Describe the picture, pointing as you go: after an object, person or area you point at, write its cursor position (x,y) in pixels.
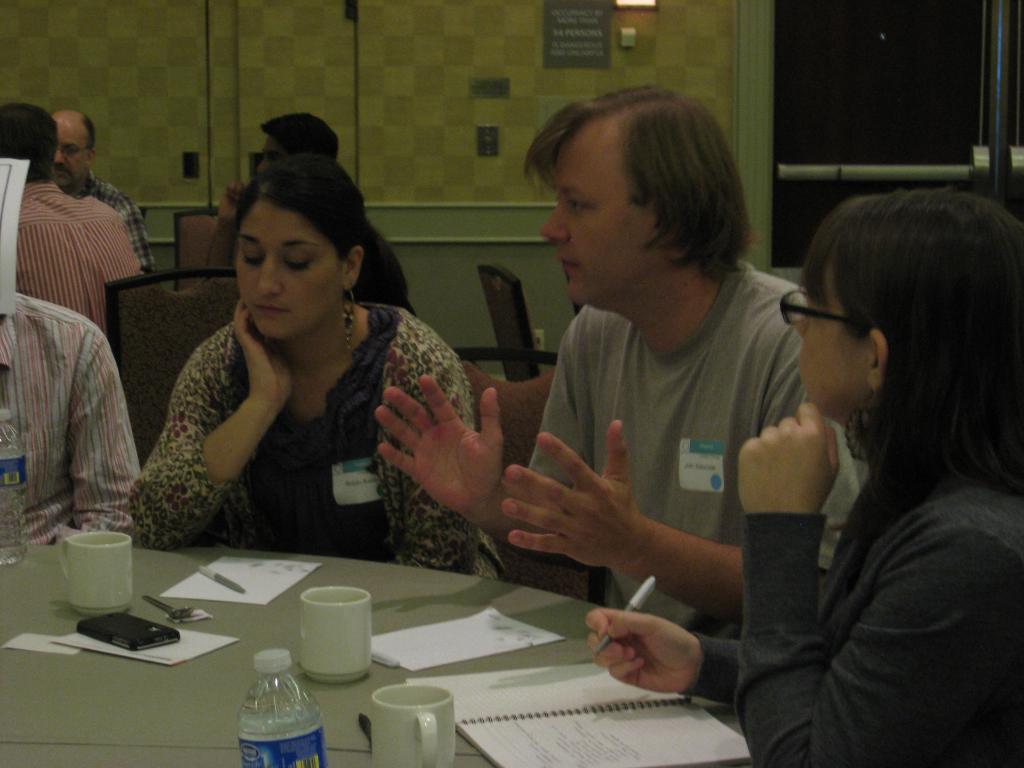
In this image there is a table (23,735), on that table (342,567) there are papers (537,691), pens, cups (347,611), mobile (142,622) and bottles (289,744), around the table (472,755) there are people (651,497) sitting on chairs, in the background (71,288) there are people (80,250) sitting on chairs (506,303) and there is a wall (722,93).
